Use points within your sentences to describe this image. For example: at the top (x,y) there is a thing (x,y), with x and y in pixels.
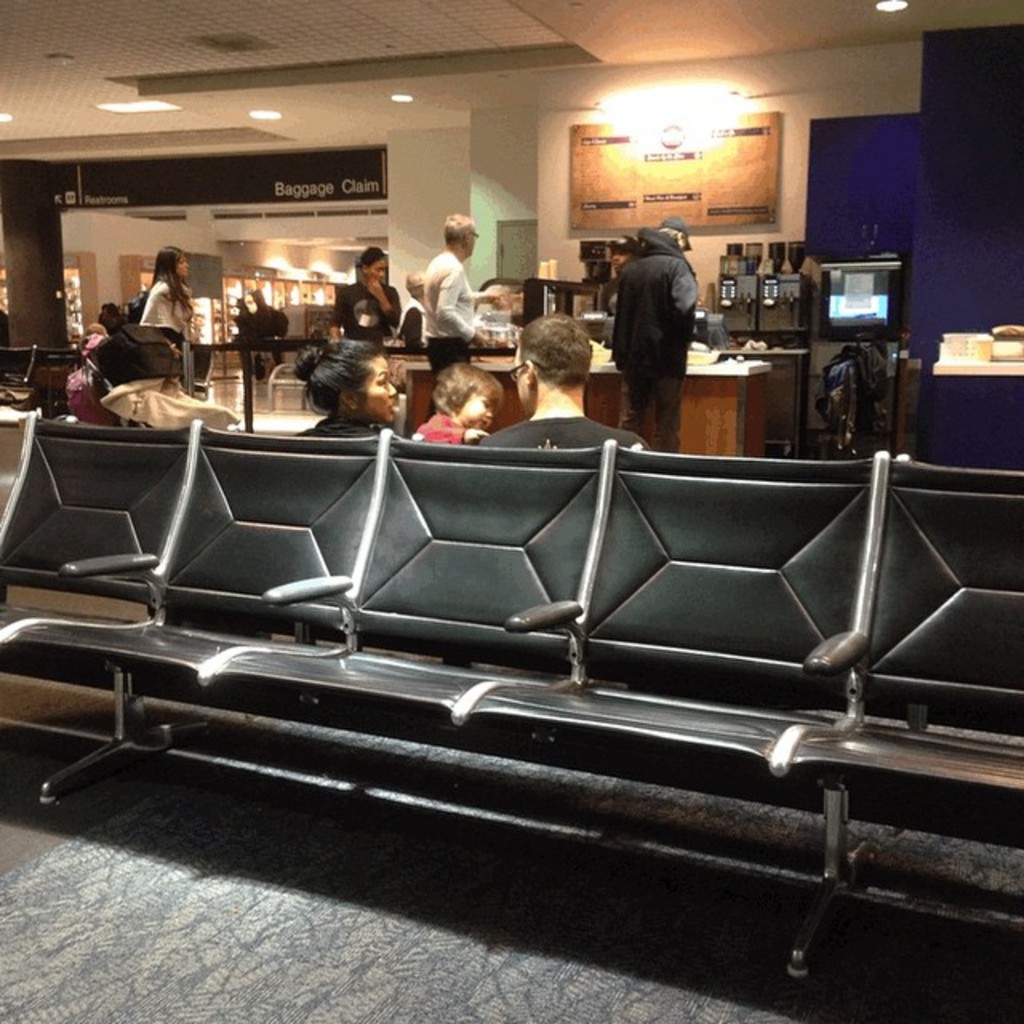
Few persons (383,392) are sitting on a chair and few persons (337,322) are standing. On top (716,97) there is a light (687,94). On this table (764,353) there are machines (784,295).
